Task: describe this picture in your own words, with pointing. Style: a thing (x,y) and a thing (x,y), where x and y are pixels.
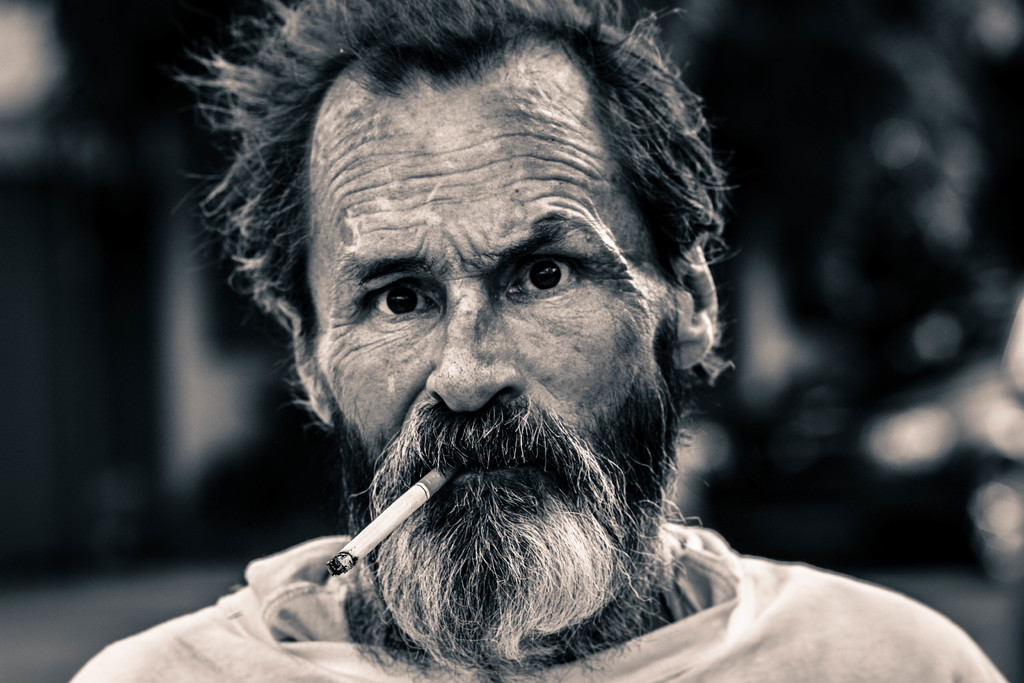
In this image in front (277,580) there is a person (399,484) holding the cigarette (416,497) in his mouth (516,471) and the background of the image (56,105) is blur.
